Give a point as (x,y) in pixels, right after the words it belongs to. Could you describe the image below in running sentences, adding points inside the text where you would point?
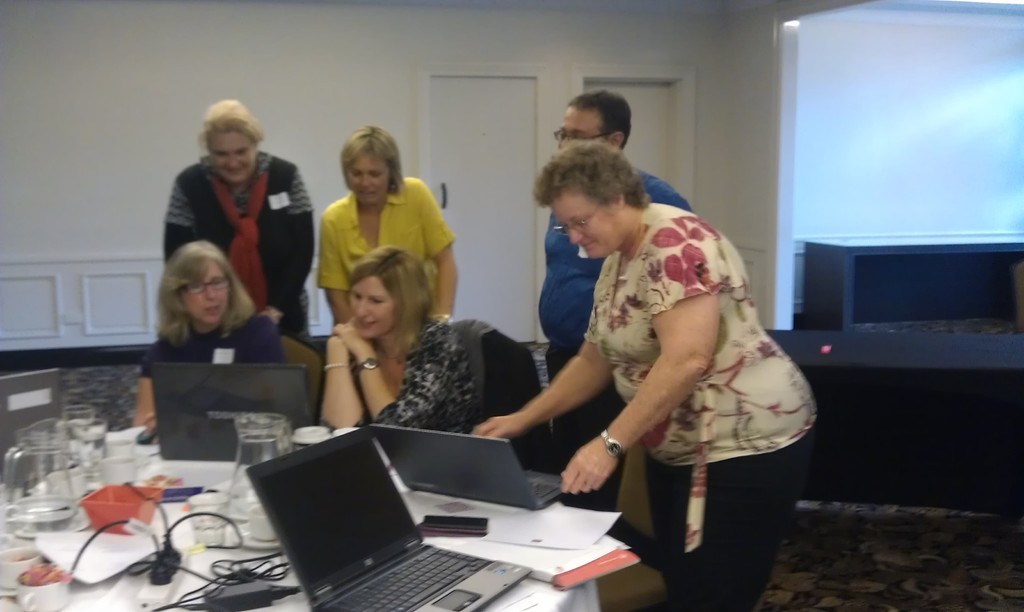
In this picture I can see a table (201,483) in front, on which there are glasses (88,425), jugs (19,456), wires (175,525), 4 laptops (299,521), few papers (117,549) and other things (148,512). In the middle of this picture (358,297) I can see 5 women (619,244) and a man (564,327) and I see that, 2 of the women (300,309) are sitting and rest of them are standing. In the background (42,29) I can see the wall (109,41) and I see 2 doors (437,192). On the right side of this picture (829,389) I can see the black color things (864,304).
